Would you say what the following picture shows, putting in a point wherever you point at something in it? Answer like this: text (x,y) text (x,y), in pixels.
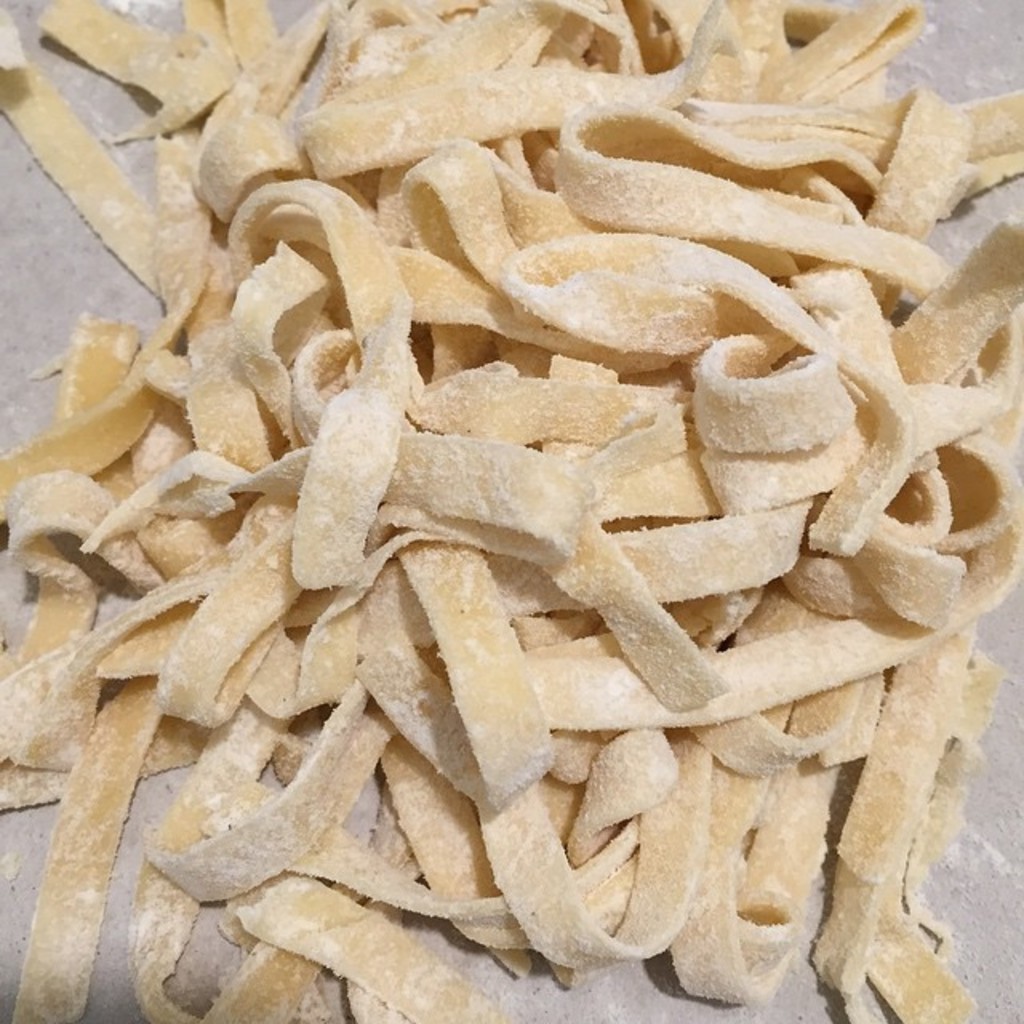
We can see food (776,939) on the surface (982,56).
